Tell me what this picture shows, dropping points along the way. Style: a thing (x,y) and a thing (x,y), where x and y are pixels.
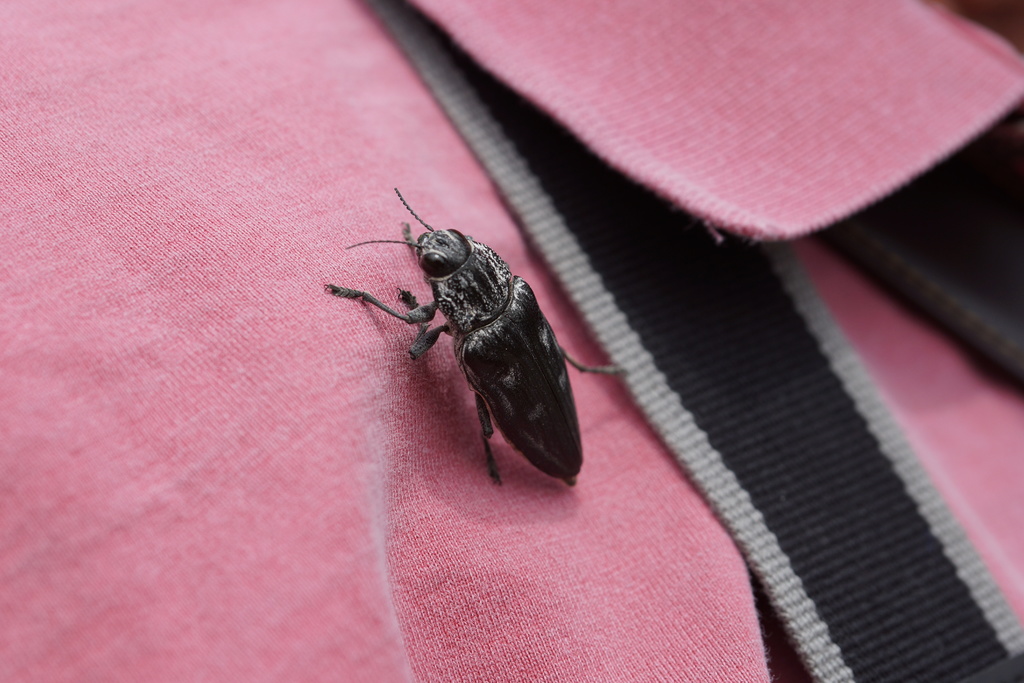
In this picture we can see an insect (488,354).
